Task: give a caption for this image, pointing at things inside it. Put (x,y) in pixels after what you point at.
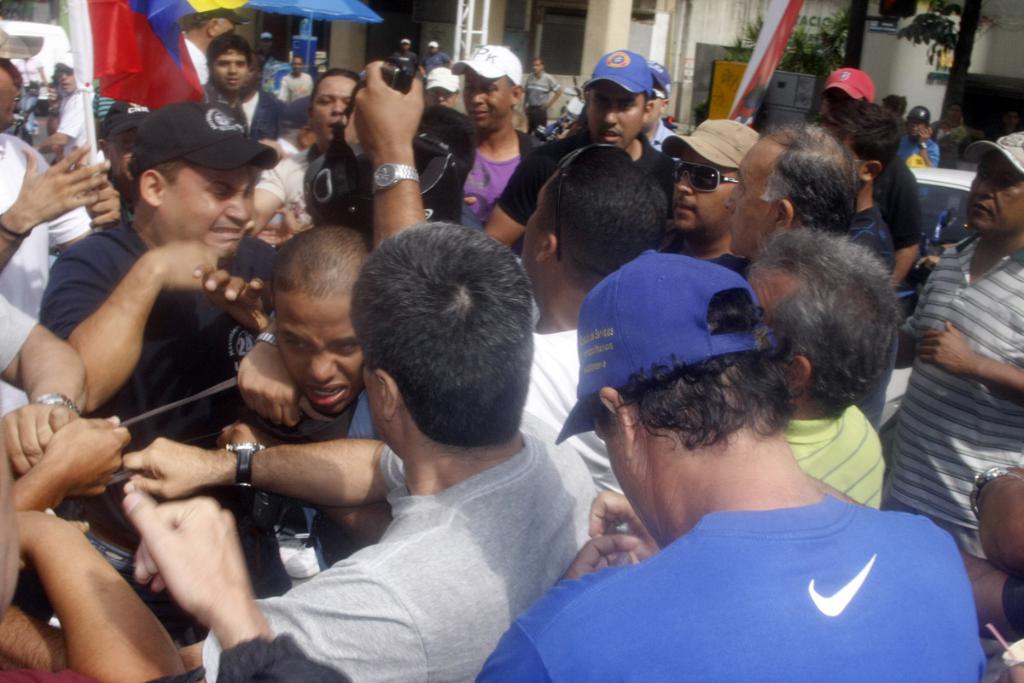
This picture describes about group of people (471,378), few people (606,547) wore caps (719,137), in the background (623,34) we can see a car (933,171), and also we can see few metal rods (479,23), flags (776,49), trees (816,35) and houses (590,28).
